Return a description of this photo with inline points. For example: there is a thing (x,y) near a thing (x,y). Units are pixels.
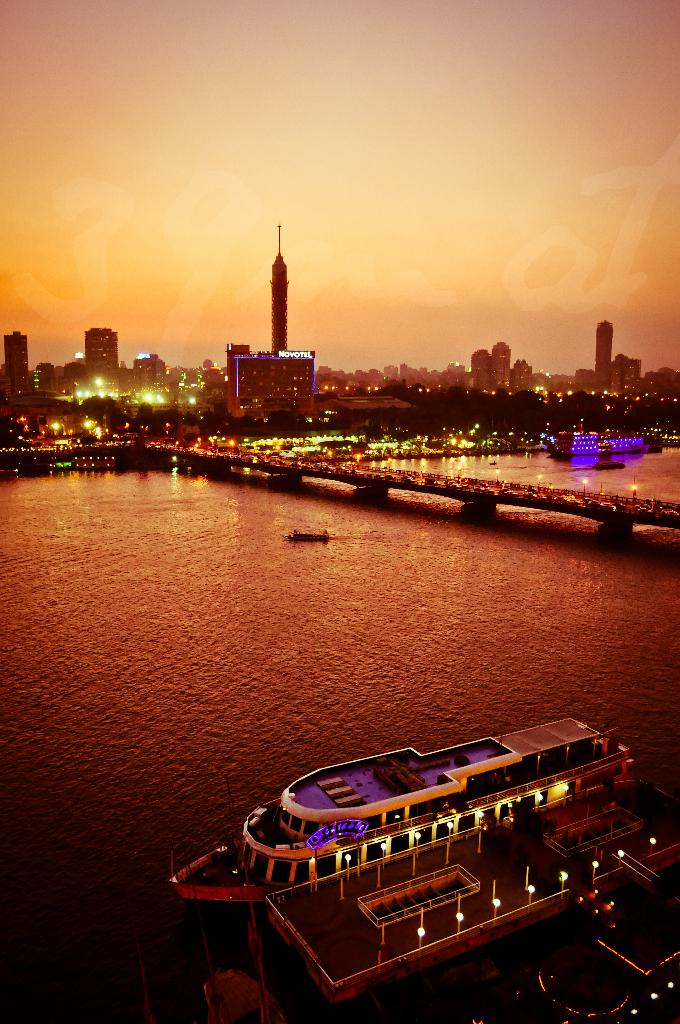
It is the image of a beautiful city (17,362), the image is captured in the evening time and there are a lot of tall buildings (265,407) and towers (282,336). Many vehicles (236,452) were moving on the road (198,442) and the lights (263,440) emitted by the vehicles (249,454) are clearly visible, there is a bridge (513,500) constructed across a river (507,478) and two ships (395,768) are sailing on the river (268,656).
